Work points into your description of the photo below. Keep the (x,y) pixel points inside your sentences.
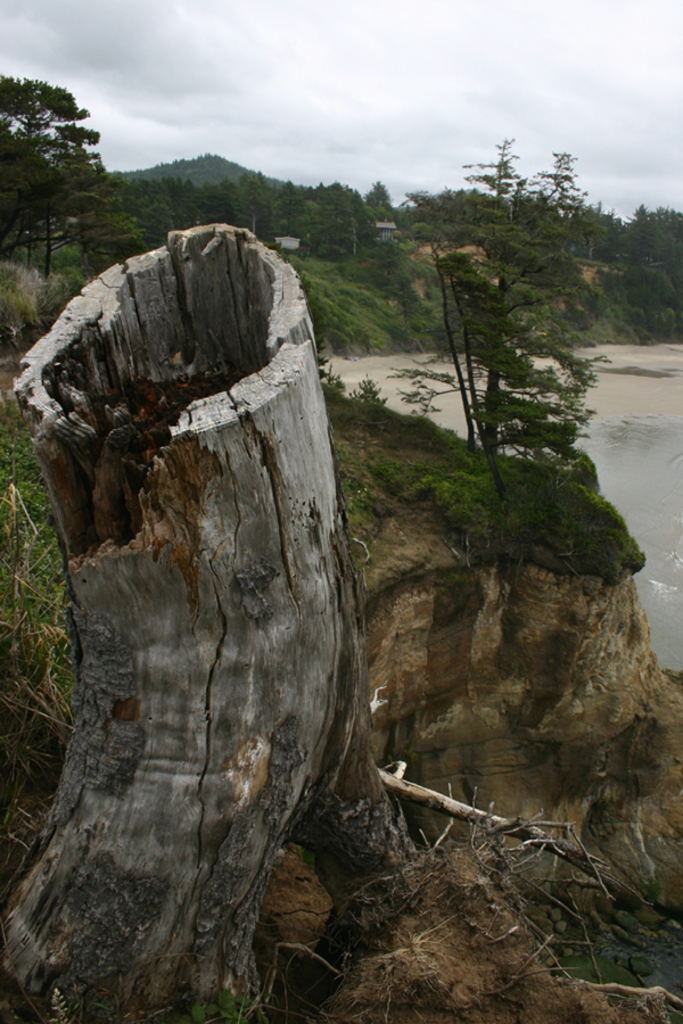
In this image we can see a bark (329,796) of a tree (231,367). In the background (340,249), we can see greenery (374,234) and a water body (667,481). At the top of the image (528,156), we can see the sky (337,60) with clouds (275,134).
